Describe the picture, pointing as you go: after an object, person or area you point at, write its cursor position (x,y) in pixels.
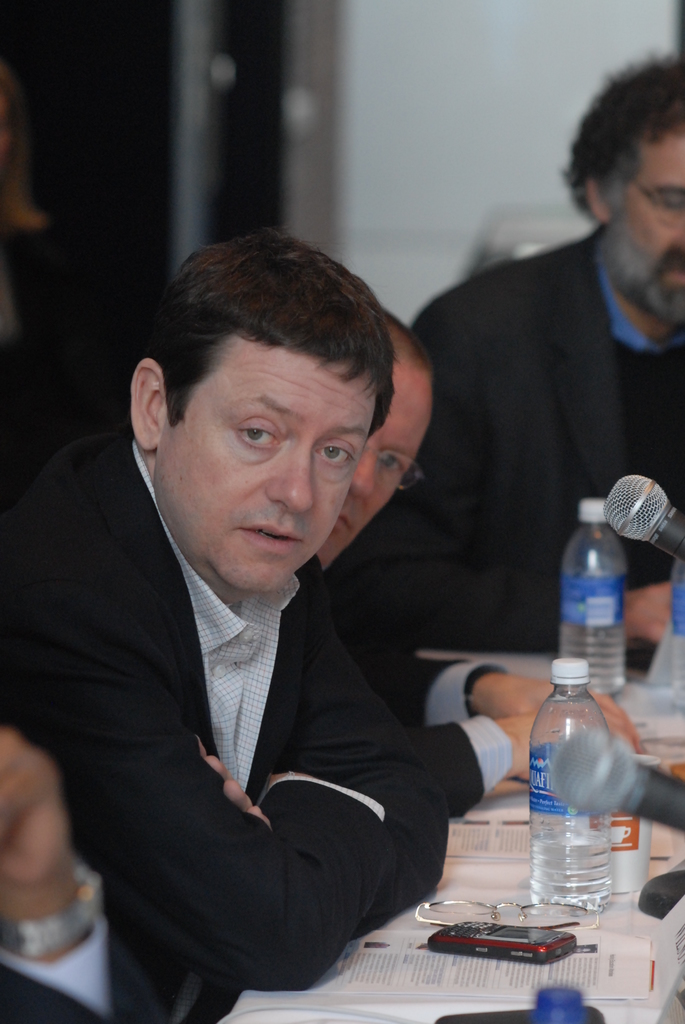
In this picture there are three people (487,406) sitting on the table (376,995) with papers (369,972) and water bottles (585,711) located in front of them. There is a mic (636,538) located in front of a guy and a spectacle (498,907) is on the table (519,865). In the background (431,226) we observe a glass door (163,157) and white wall (403,199).
